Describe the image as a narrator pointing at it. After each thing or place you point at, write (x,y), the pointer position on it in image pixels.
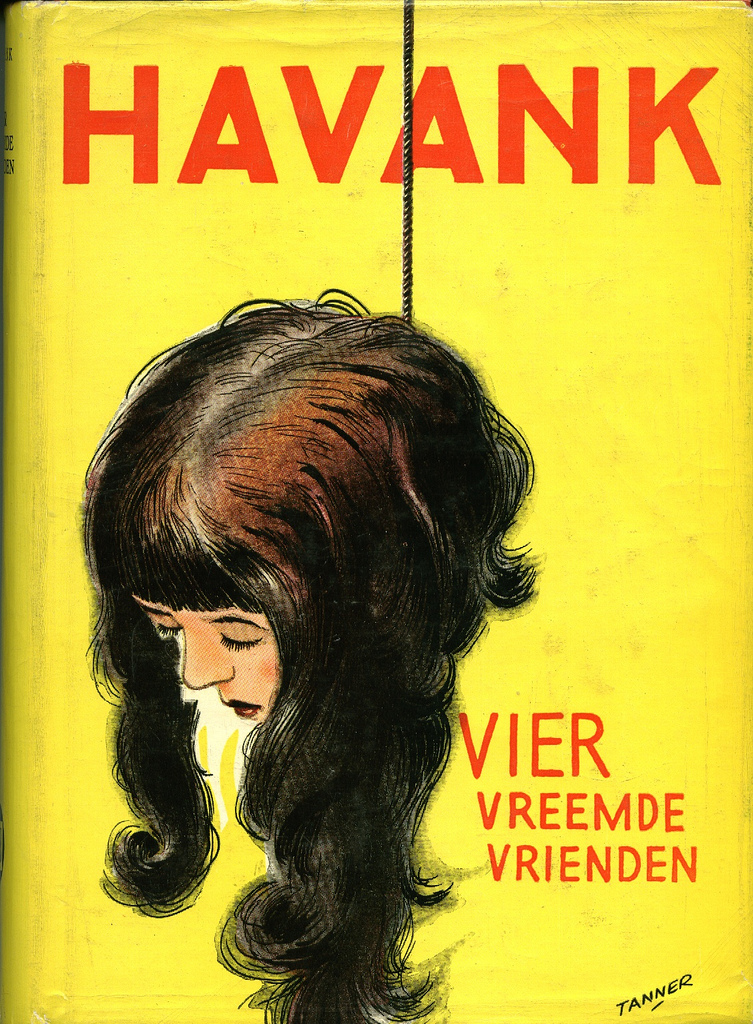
In this image there is poster (288,569) on a book (281,527) with a picture (327,437) of a woman's head (362,433), rope (407,259) and some text (138,131).
